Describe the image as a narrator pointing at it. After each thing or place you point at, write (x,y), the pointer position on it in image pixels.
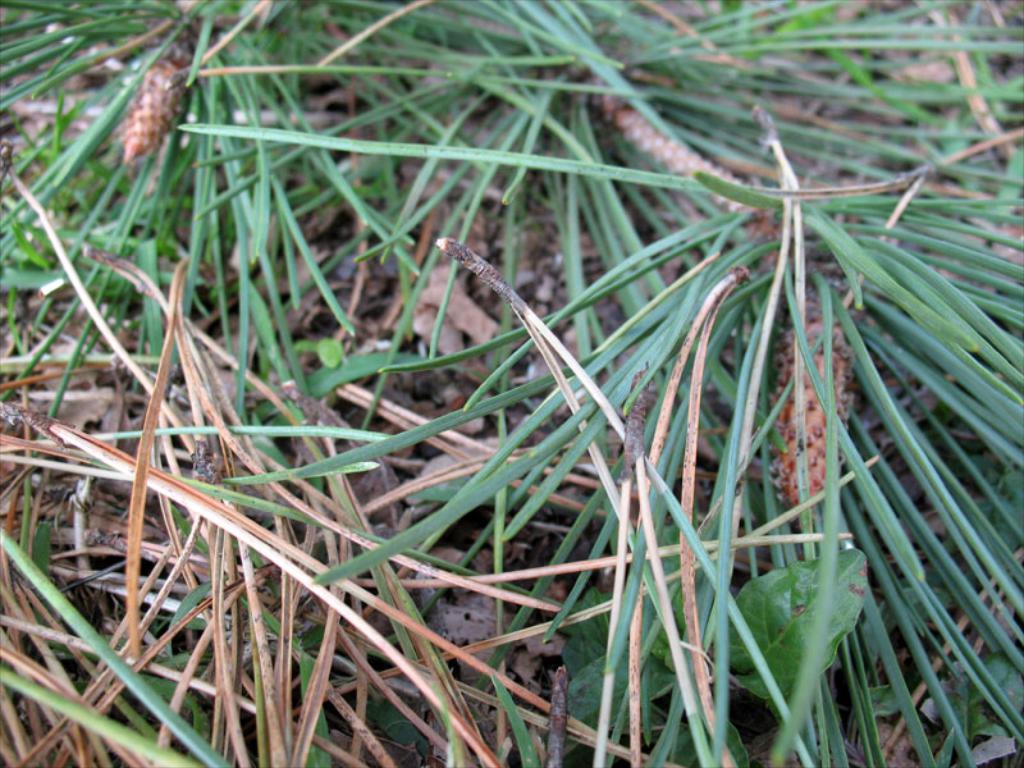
In this picture I can see there is grass (124,224) on the floor (400,524) and there is soil (260,517) and few twigs (217,685).
